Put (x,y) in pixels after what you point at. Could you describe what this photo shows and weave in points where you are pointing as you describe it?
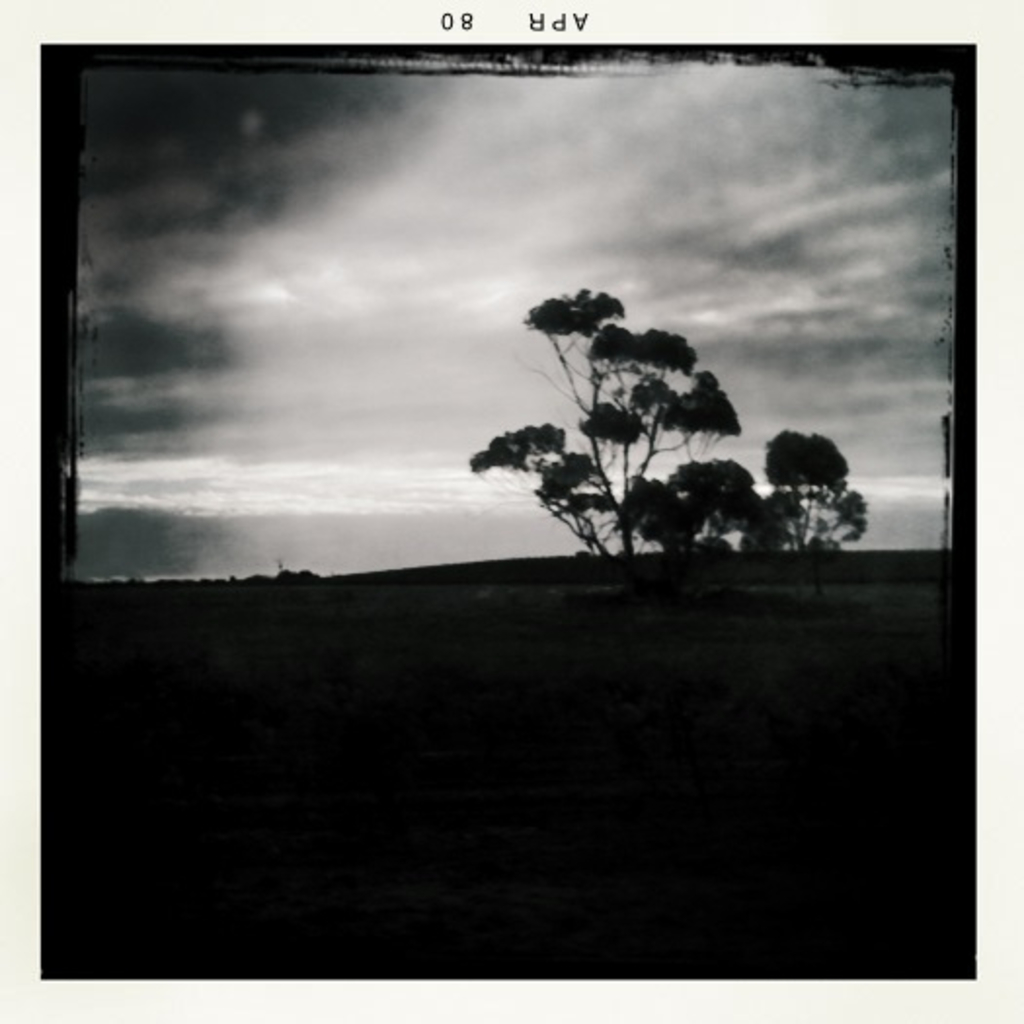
In the middle of the image (487,471) there are some trees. Behind the trees (844,541) there are some clouds (407,265) and sky (314,247).
